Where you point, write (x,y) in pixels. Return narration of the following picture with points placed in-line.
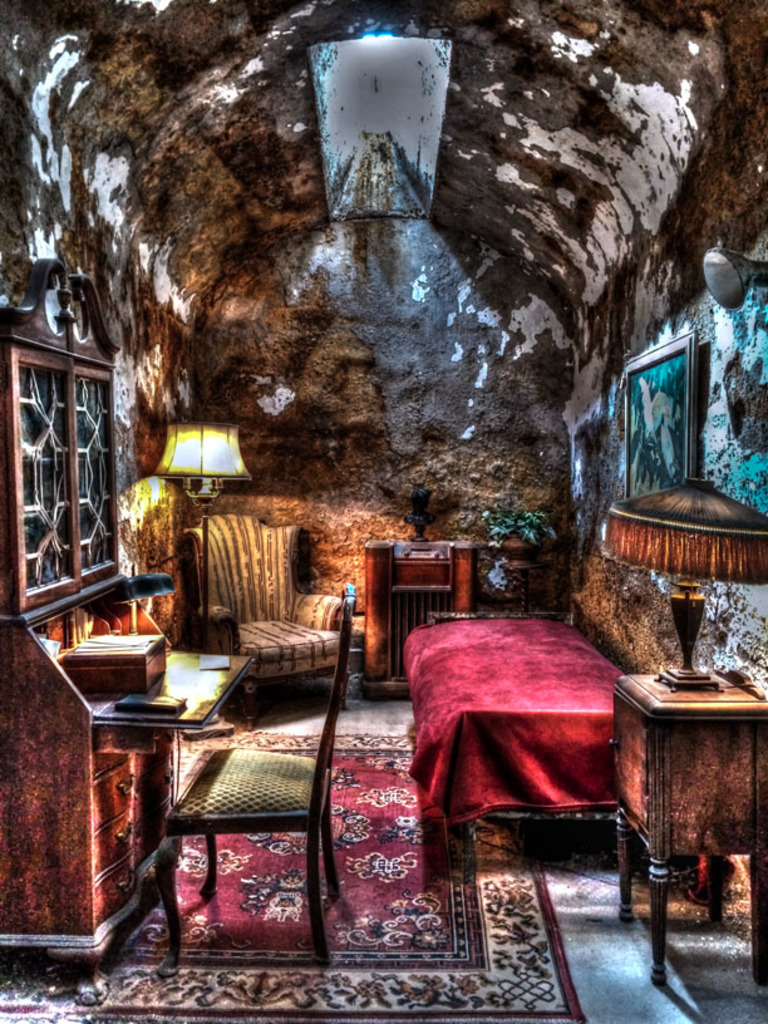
In this image in the center (510,681) there is a bed (505,706), there is a sofa (251,627), there's an empty chair (228,767), there's a light lamp (207,540). On the right side (645,427) there is frame (666,428) on the wall (723,413) and in front of the wall (735,635) there is a table (689,751) and on the table (683,733) there is a light lamp (689,612). On the left side (55,530) there is a cupboard (60,530). In the background (361,404) there is a wall (380,409), and in front of the wall (372,522) there is a wooden table (415,587). In the center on the floor (56,985) there is mat (441,942).
